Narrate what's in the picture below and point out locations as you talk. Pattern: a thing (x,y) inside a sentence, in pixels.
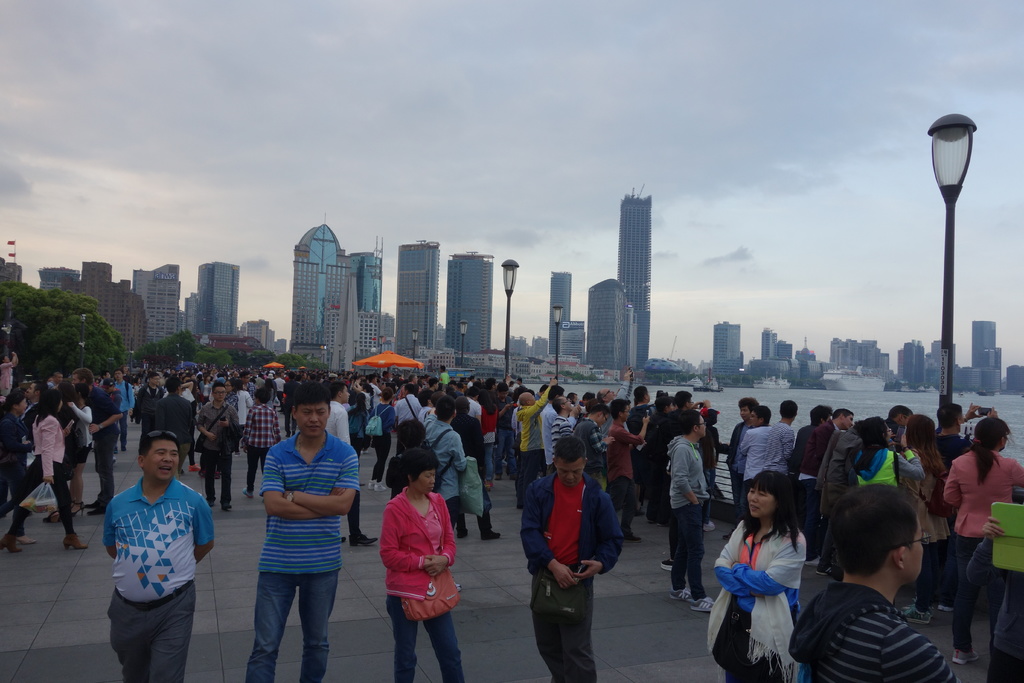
In this image we can see the people (528,534) standing on the ground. And there are buildings (510,352), light poles (462,334), water (724,410), umbrellas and sky (823,175) in the background (752,146).
